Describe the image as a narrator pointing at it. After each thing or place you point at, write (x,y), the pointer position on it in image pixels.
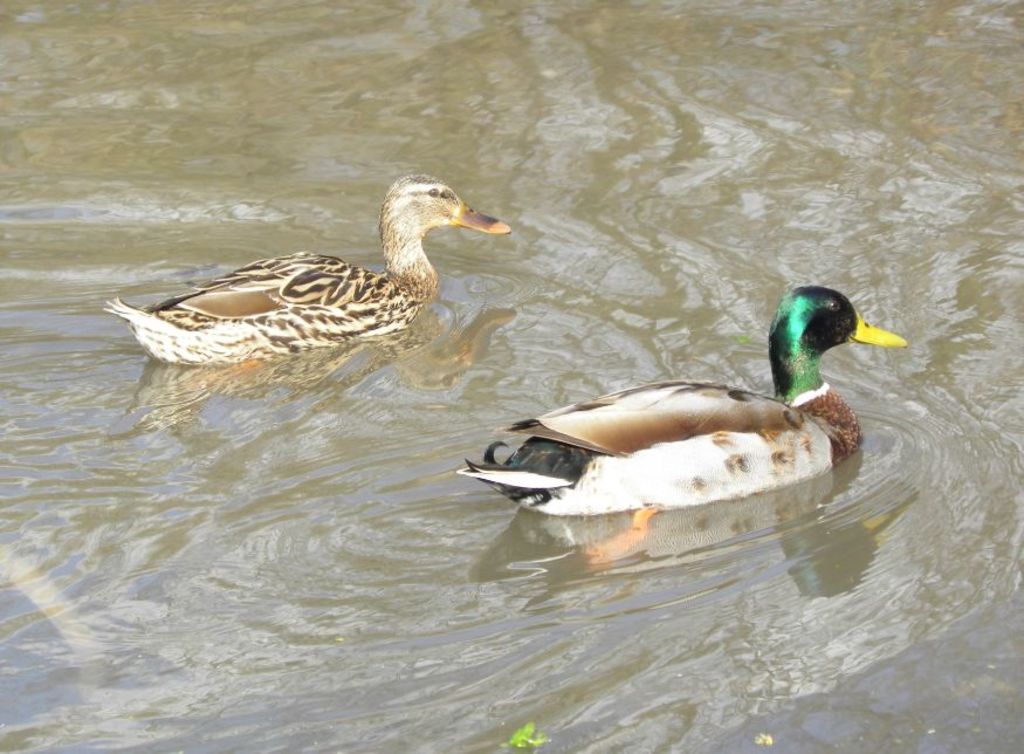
Here in this picture we can see a couple of ducks (571,435) present in the water (733,298).
